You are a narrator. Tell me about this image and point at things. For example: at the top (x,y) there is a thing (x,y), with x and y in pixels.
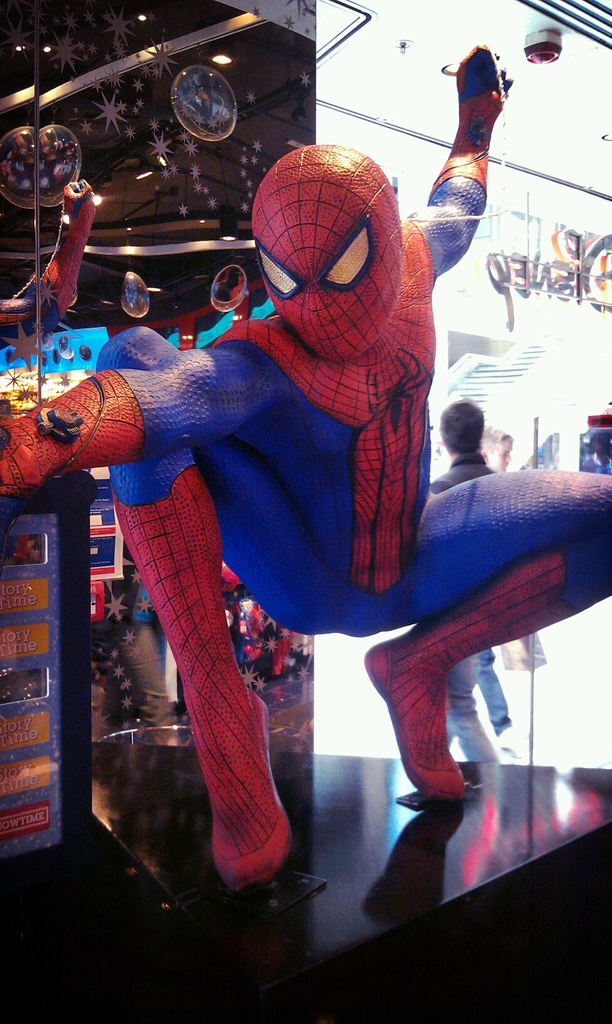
In this picture we can see a spider man statue (381,547) in the front (324,322), in the background (457,468) there are two persons (488,460), on the left side (157,150) there is a glass (46,296), we can also see a board (42,592) on the left side (52,652).
